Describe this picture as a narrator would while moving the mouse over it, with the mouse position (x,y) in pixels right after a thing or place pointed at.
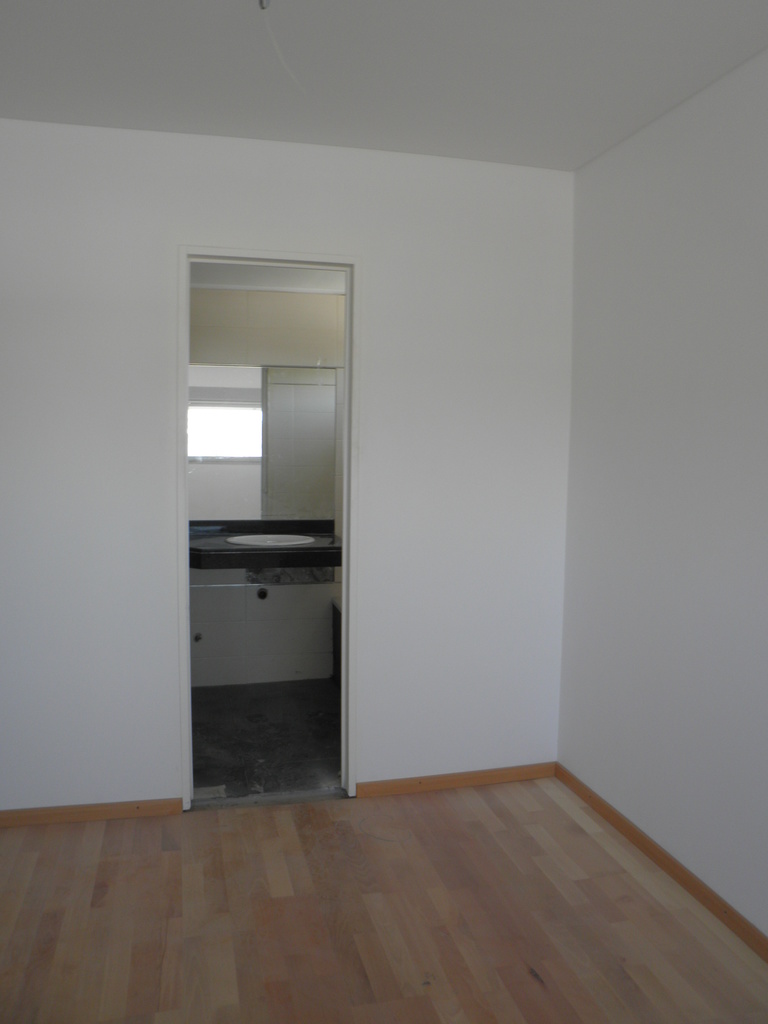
In this image I can see inside view of a room (557,817) and I can see a white color wall (519,502) and window (190,444) visible in the middle (506,535).
